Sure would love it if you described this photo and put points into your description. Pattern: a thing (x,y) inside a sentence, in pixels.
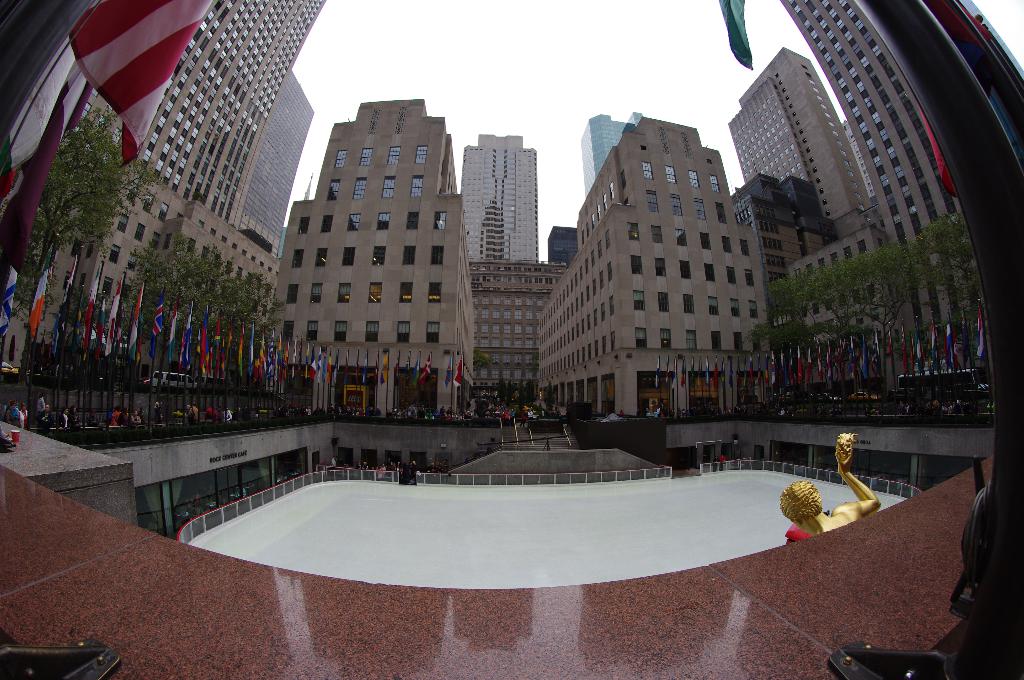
In the image we can see some buildings (198,161), trees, flags (170,335), poles (151,375) and people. Top of the image (706,57) there is sky (484,6).
